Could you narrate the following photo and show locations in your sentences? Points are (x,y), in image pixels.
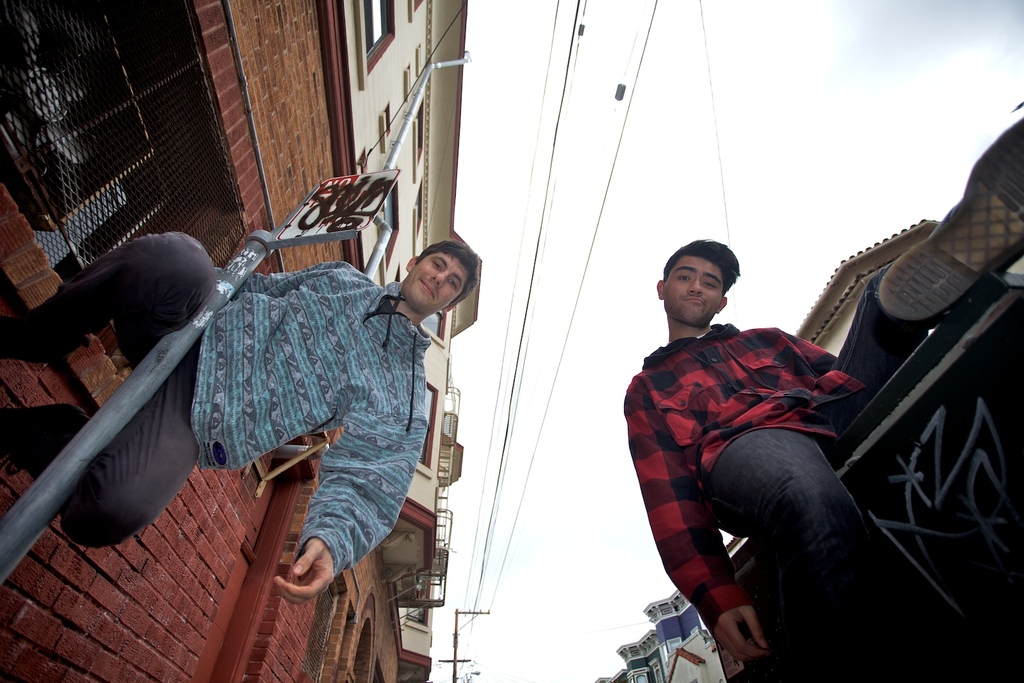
In this image we can see men (295,331) of them one is climbing the pole (156,353) and the other is climbing the wall (869,460). In the background (237,137) we can see buildings (238,107), mesh (195,196), electric poles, electric cables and sky (718,226) with clouds (576,419).
